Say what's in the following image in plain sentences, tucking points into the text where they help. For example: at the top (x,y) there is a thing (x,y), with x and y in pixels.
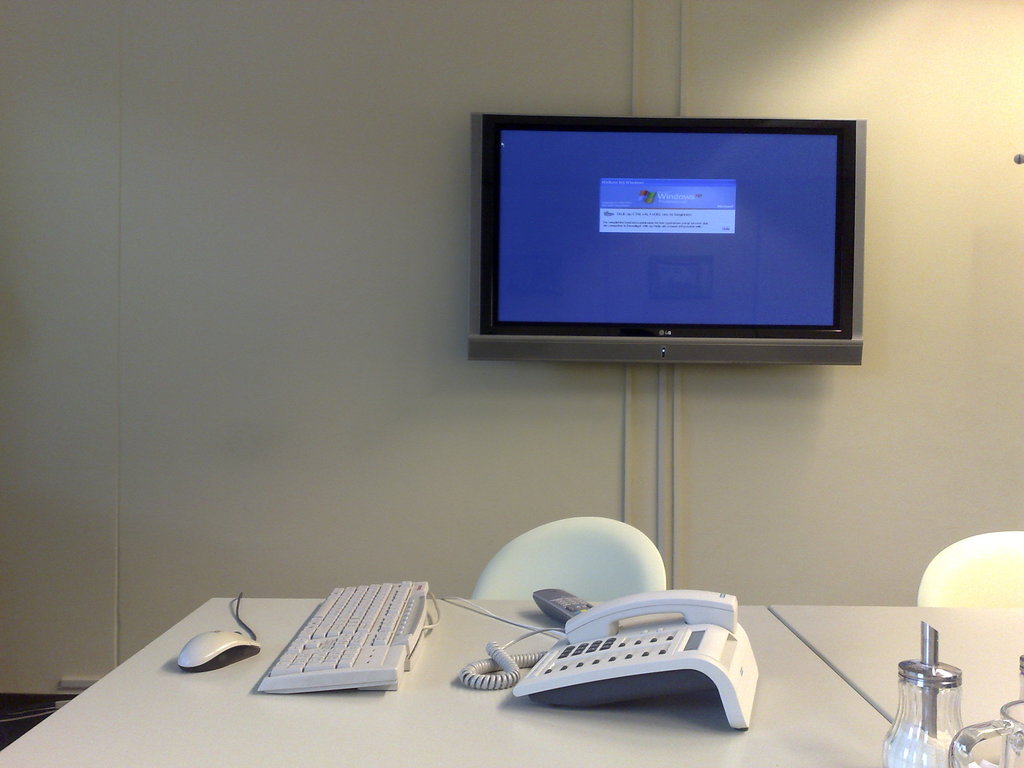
A monitor (690,357) is fixed to the wall (316,303). The Mouse (202,643), keyboard (322,638), a remote control (559,601) and a telephone (570,642) are placed on a table (353,727). There are two chairs (970,566) beside the table (772,664).
